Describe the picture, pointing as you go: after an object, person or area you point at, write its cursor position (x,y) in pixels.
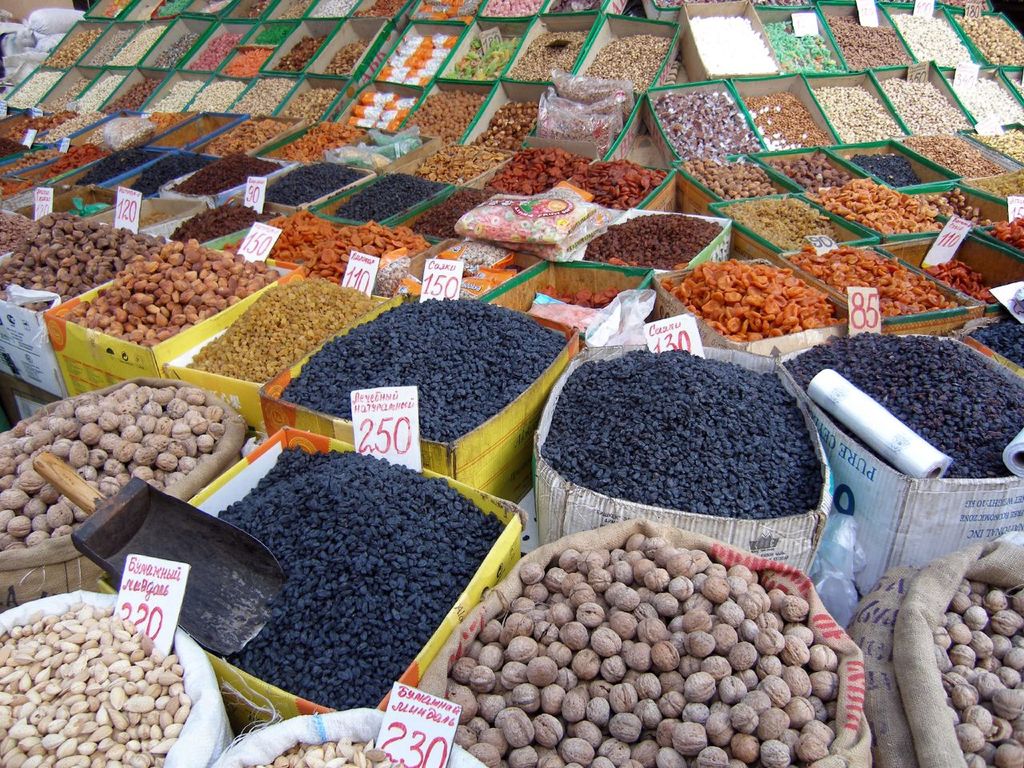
In this picture we can see the boxes (979,58) and the bags (924,716) containing many numbers of food items (585,165). On the left (206,544) there is an object (146,518) placed in the box (310,605) and we can see the text (396,712) and numbers (407,734) on the papers (667,331). On the right (933,498) we can see the text (977,505) on the box (920,488). In the center (565,311) we can see the packets (549,231) containing food items (531,236). In the top left corner (50,39) we can see some objects (29,39).
